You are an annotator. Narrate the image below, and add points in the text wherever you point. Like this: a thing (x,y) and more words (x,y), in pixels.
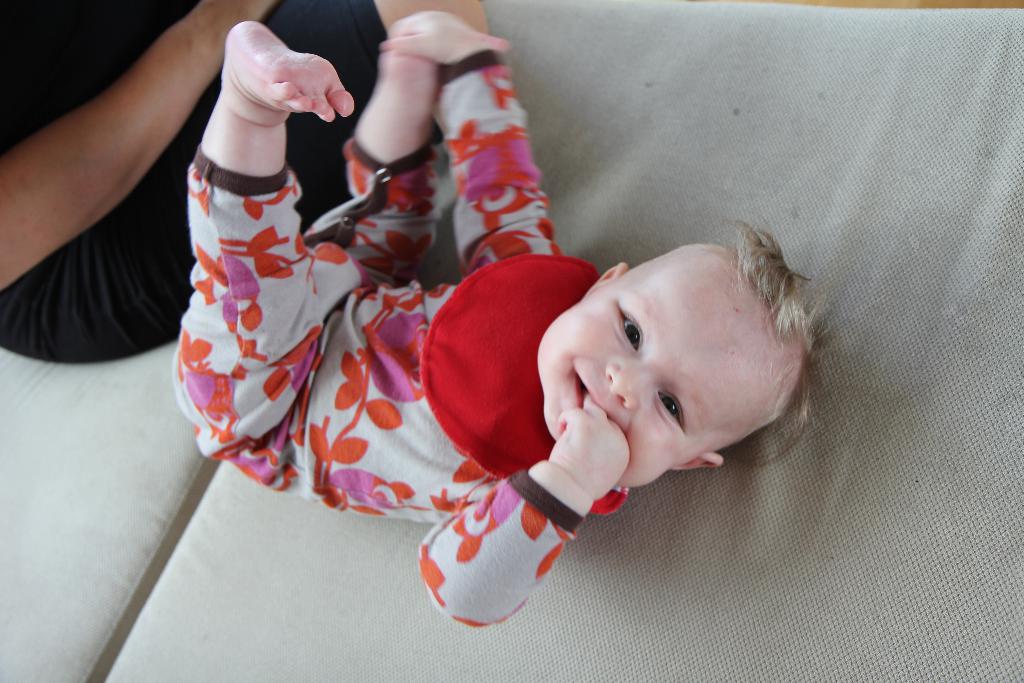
In the picture there is a baby (664,415) lying on the bed (779,620), beside the baby (389,425) there is a person (6,204) sitting.
